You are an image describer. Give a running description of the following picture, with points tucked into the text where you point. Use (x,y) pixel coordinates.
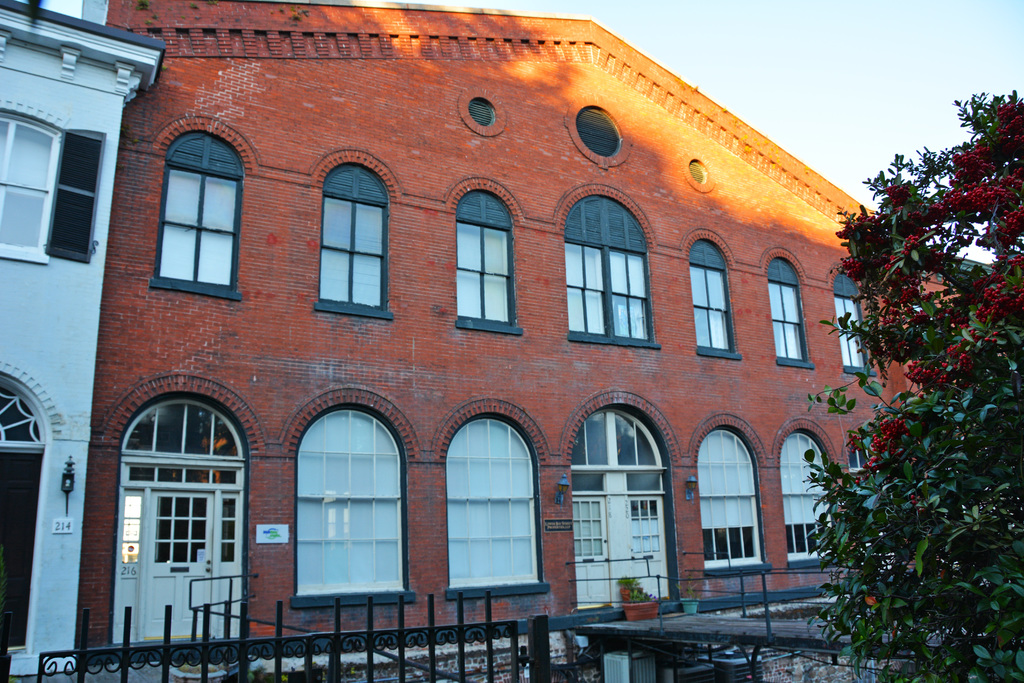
There is a fencing (409,631) at the bottom of this image (482,634) and there is a tree (899,473) on the right side of this image (911,480). There are some buildings (462,397) in the background (492,418). There is a sky (834,65) at the top of this image (867,65).
